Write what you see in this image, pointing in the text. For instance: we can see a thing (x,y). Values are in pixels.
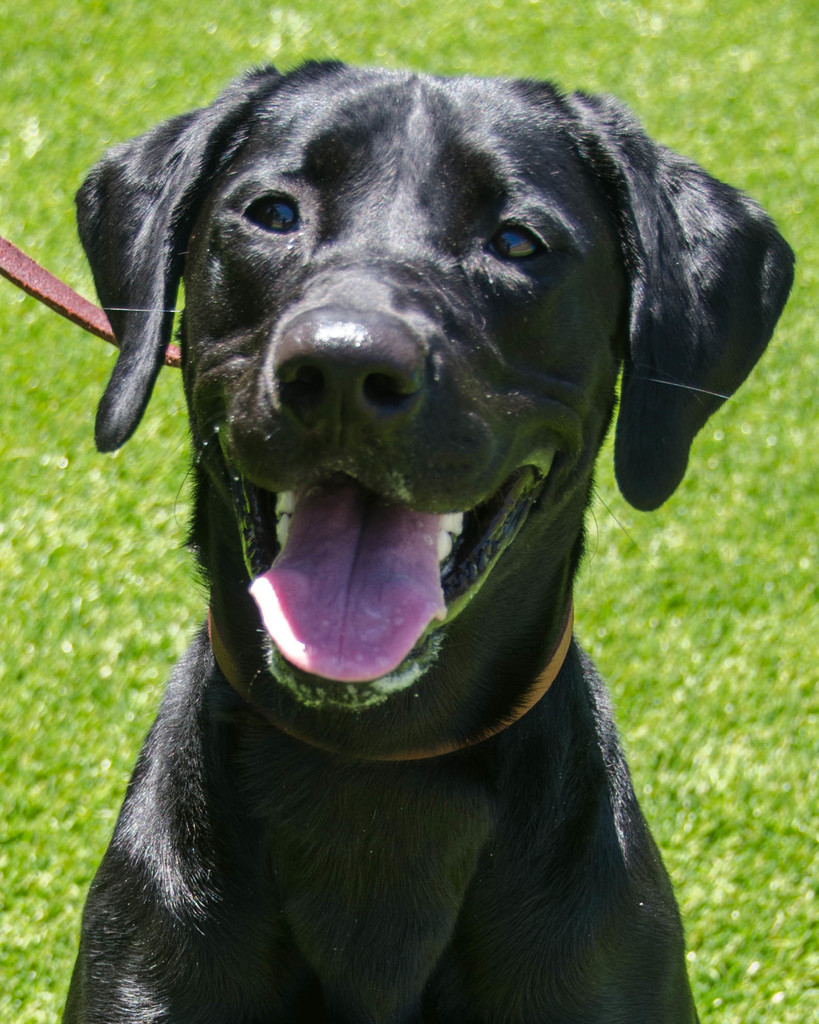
In the picture we can see a grass surface (675,631) on it, we can see a dog (512,624) sitting which is black in color with a red color belt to its neck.
